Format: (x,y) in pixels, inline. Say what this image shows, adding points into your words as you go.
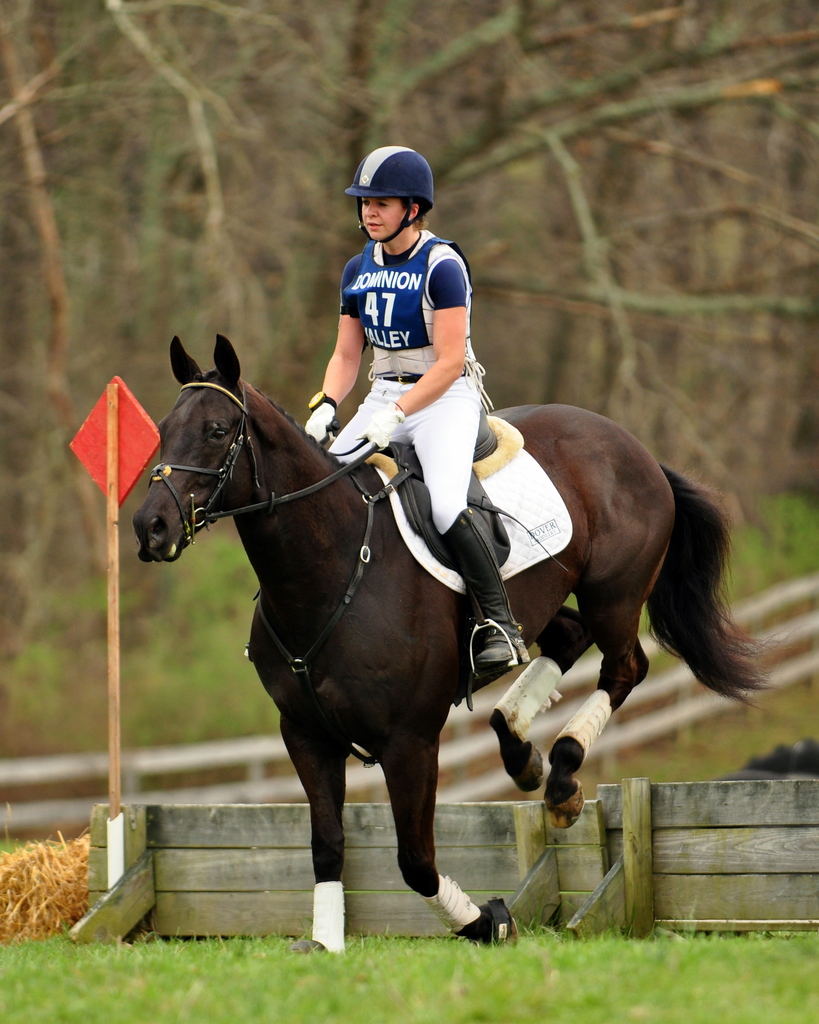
There is a black color horse (304,590). On the horse (305,603) there is a saddle (402,496). And a person (412,354) is sitting wearing helmet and gloves (381,420). There is a wooden wall (265,889). On that there is a pole (117,789) with red color board (91,442). In the background (223,143) there are trees (641,258). And in the ground (426,985) there are grasses (539,959).
